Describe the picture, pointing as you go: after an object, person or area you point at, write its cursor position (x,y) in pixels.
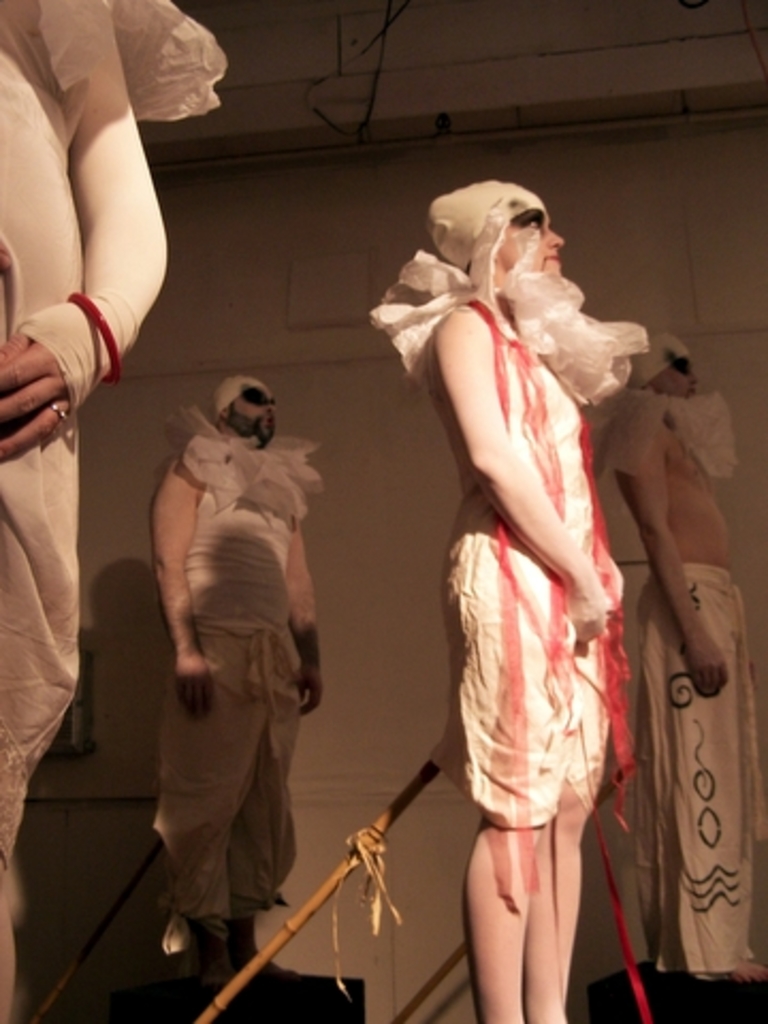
In this image, I can see four persons (235,485) standing with fancy dresses (667,418) and there are wooden sticks (319,898). In the background (295,377) there is a wall (103,759).
